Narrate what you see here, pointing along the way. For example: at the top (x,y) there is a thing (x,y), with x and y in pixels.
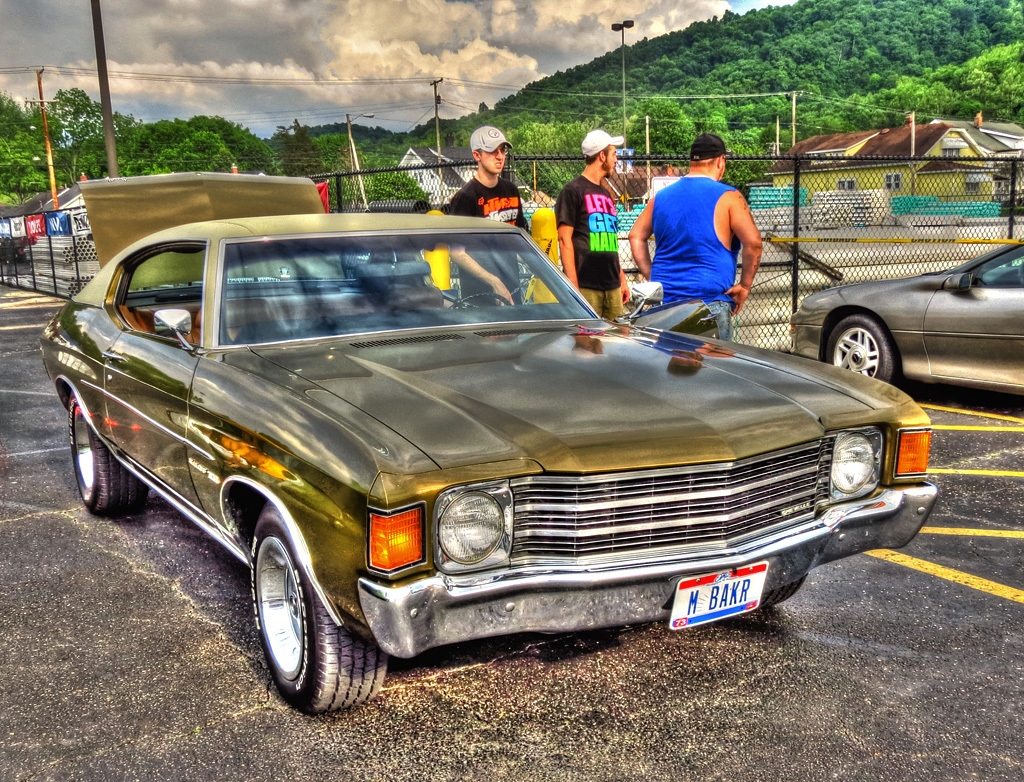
This image consists of cars (555,397). And we can see three persons (598,242) in this image. At the bottom (222,705), there is a road (44,727). In the background (570,141), there are trees (670,77) and plants (236,144). At the top (295,50), there are clouds (319,41) in the sky (300,43). In the middle (628,282), there is a fencing (923,174). It looks like the image is edited.
